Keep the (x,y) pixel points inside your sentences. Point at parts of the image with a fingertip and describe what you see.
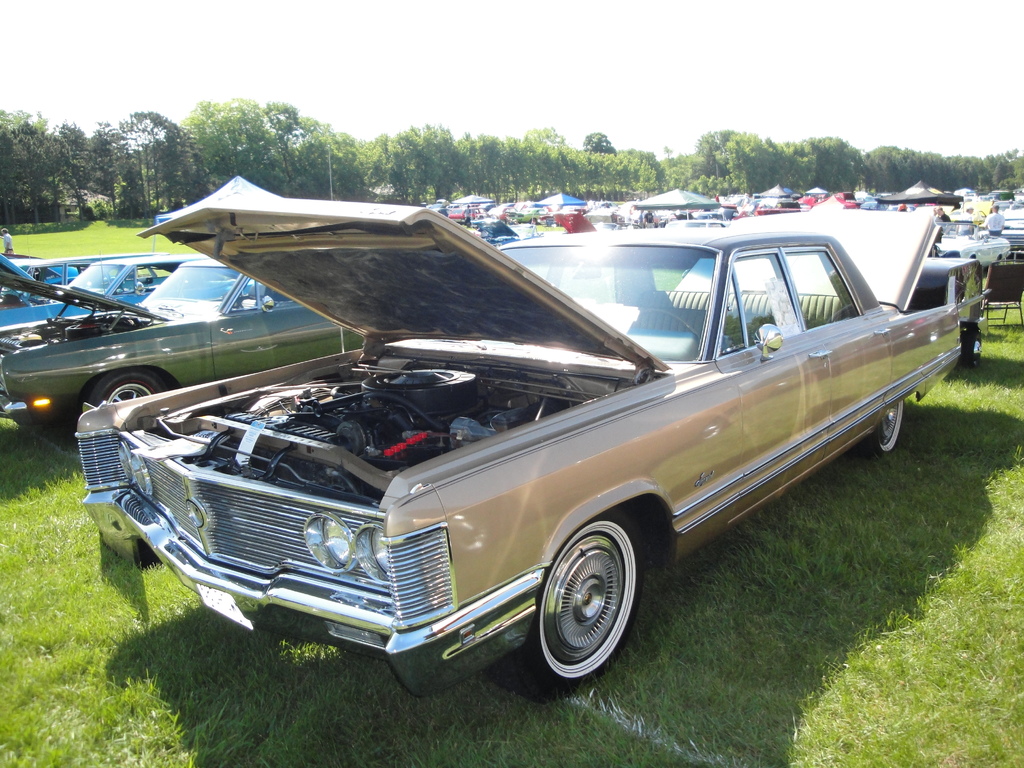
In this picture, we can see a few vehicles (474,331), a few people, chair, umbrellas (967,193), and the ground (788,557) with grass (608,738), trees (493,156), poles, and the sky (519,86).
